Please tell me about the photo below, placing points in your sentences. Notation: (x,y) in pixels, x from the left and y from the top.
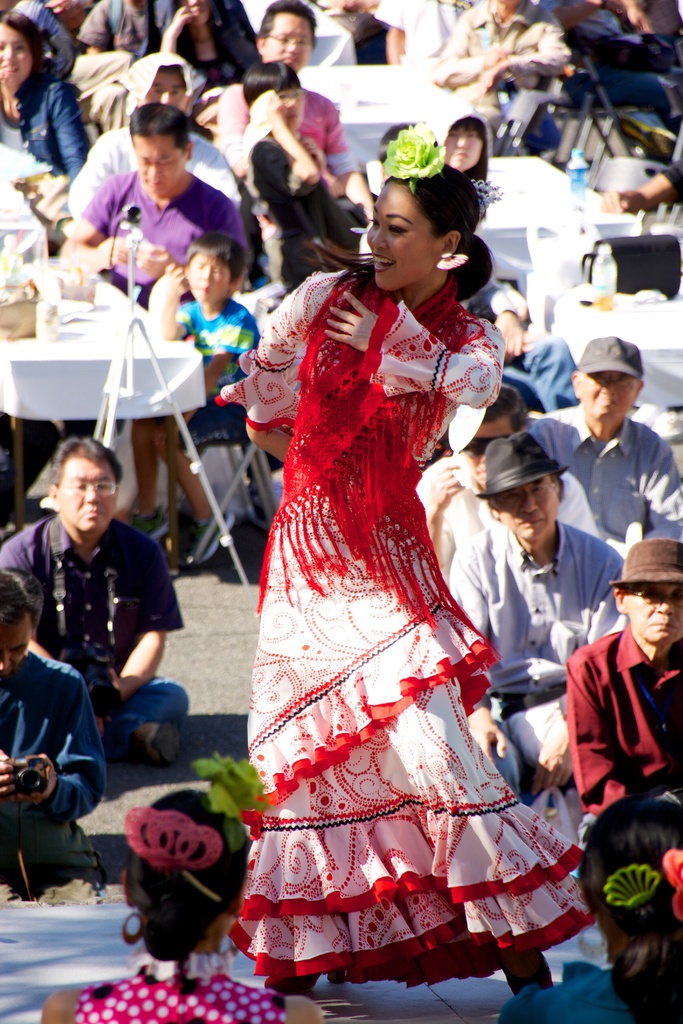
In this picture there is a woman (237,947) who is dancing, beside her I can see some people (641,820) were sitting on the ground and watching the dance. At the top (143,44) I can see many people (564,11) were sitting on the chair (682,125) near to the table (79,331). On the left (42,323) I can see the glass (52,329), carton box (13,292) and other objects (91,296) on the table (34,354). On the left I can see some peoples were holding a camera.
